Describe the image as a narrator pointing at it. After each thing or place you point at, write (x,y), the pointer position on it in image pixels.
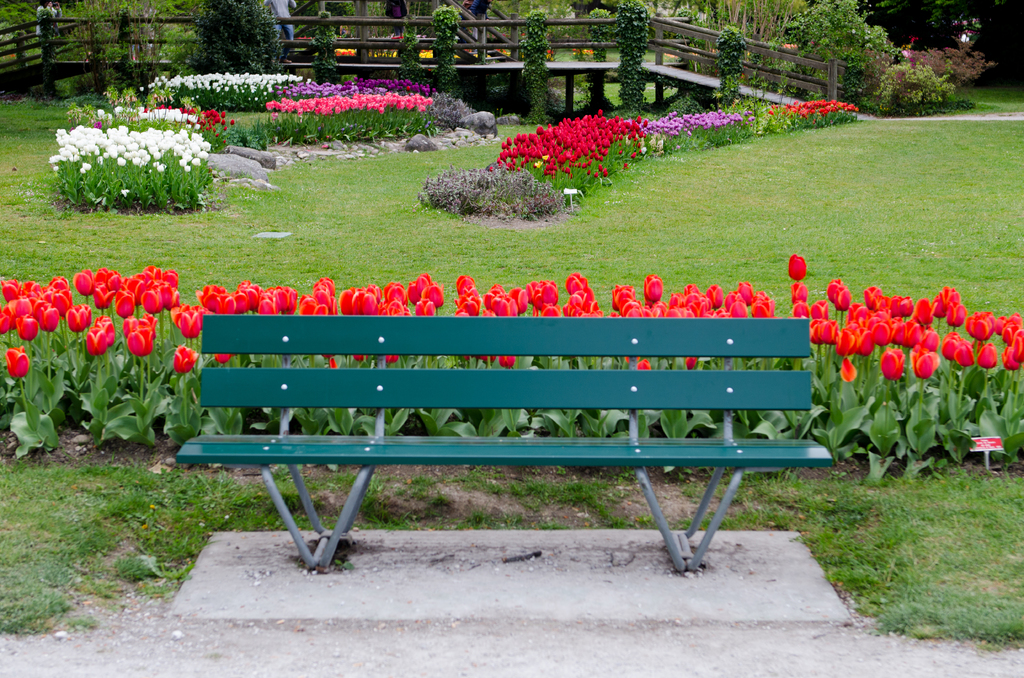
In this picture we can see a bench (206,406), plants (479,425), flowers (375,79), grass (654,199) and rocks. In the background of the image (280,17) there are people (295,5) and we can see railing (303,18) and trees (852,24).
